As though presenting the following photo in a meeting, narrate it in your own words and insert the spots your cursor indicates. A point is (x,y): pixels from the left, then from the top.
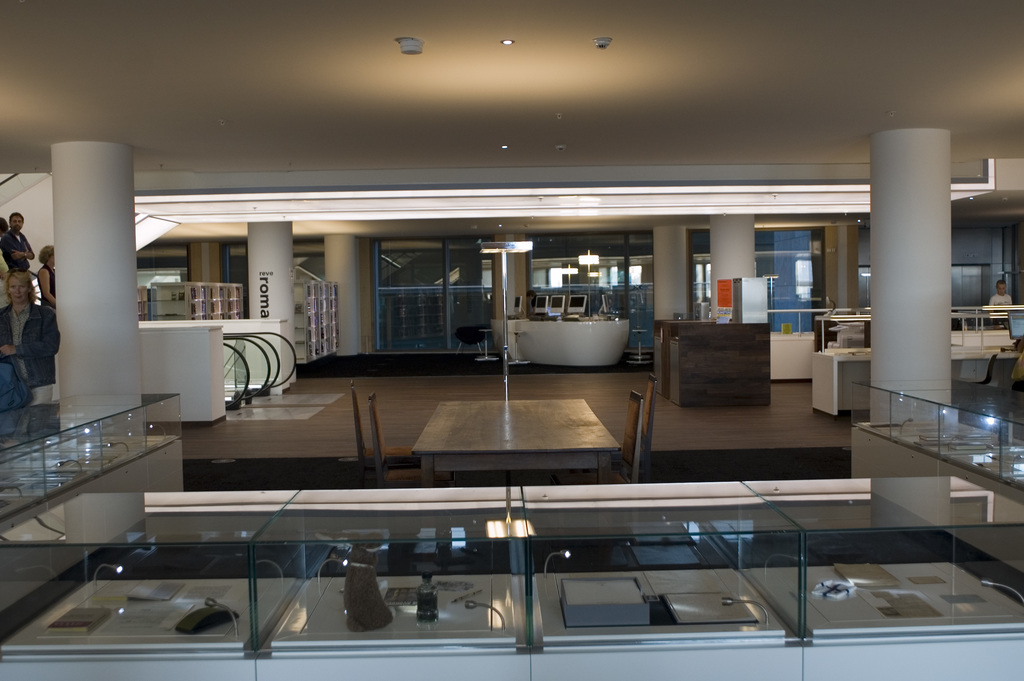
In this image we can see platforms (900,573) with glass boxes (931,557). Inside that there are few items (891,599). In the back (261,265) there are pillars (255,284), escalators (267,345) and few people (19,297). In the background (416,284) there are glass walls (782,275), wooden objects (714,330) and stools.
